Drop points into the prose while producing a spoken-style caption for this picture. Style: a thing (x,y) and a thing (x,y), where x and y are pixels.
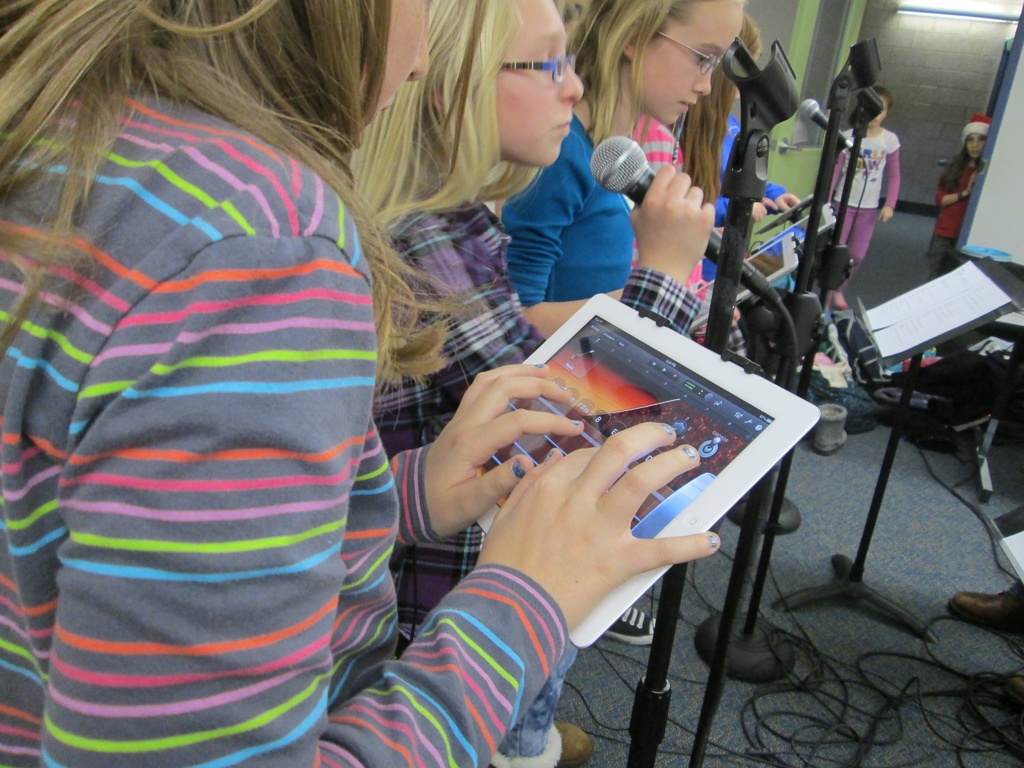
In this image a woman (177,372) is typing on a tablet (686,426) which is fixed to a stand (751,363). Beside there is a woman (431,270) wearing spectacles (502,65) is holding a mike (647,185) in her hand (663,212). Before her there is a stand (722,268). Beside there is a woman (599,224) wearing blue shirt (546,222) is having spectacles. Beside her there are few persons (881,174) standing on the floor (858,544) having few mike stands (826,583), bags (863,413) and few stands (900,407) on it. A girl (961,206) is standing near the door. She is wearing a cap (975,125). Behind her there is a wall (961,128). Right side (987,612) there is a shoe (996,599).
